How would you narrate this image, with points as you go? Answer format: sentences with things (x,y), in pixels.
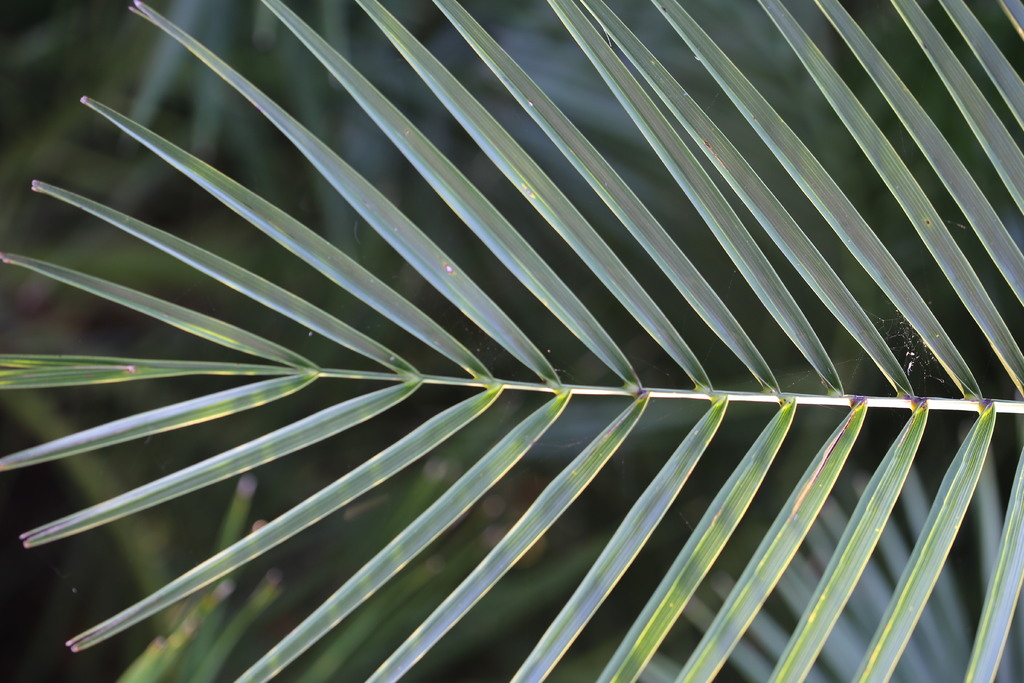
In the picture we can see a plant (1014,515) with tall leaves (957,24) and behind it, we can see some leaves (969,632) which are not clearly visible.
